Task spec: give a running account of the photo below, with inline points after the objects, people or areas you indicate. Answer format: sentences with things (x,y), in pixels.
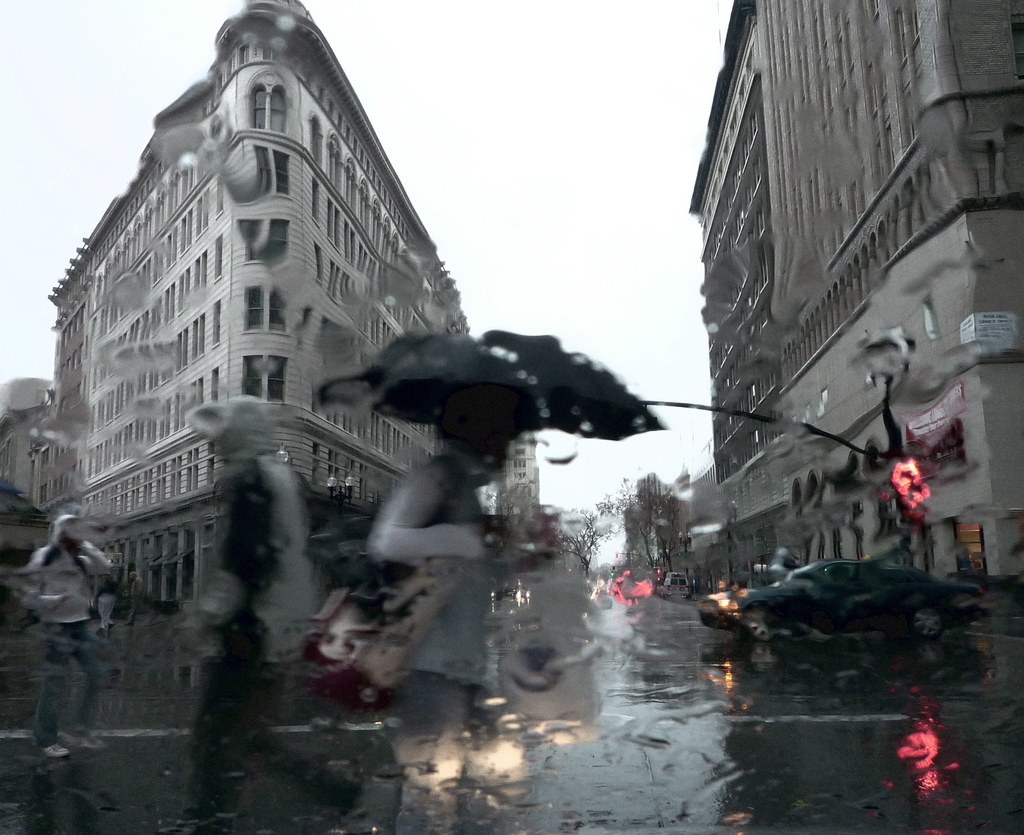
In this picture we can see vehicles (674,574) and some people (451,580) walking on the road (587,649), umbrella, bag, trees (617,492), buildings (374,361) with windows (287,183) and in the background (525,4) we can see the sky (477,166).
